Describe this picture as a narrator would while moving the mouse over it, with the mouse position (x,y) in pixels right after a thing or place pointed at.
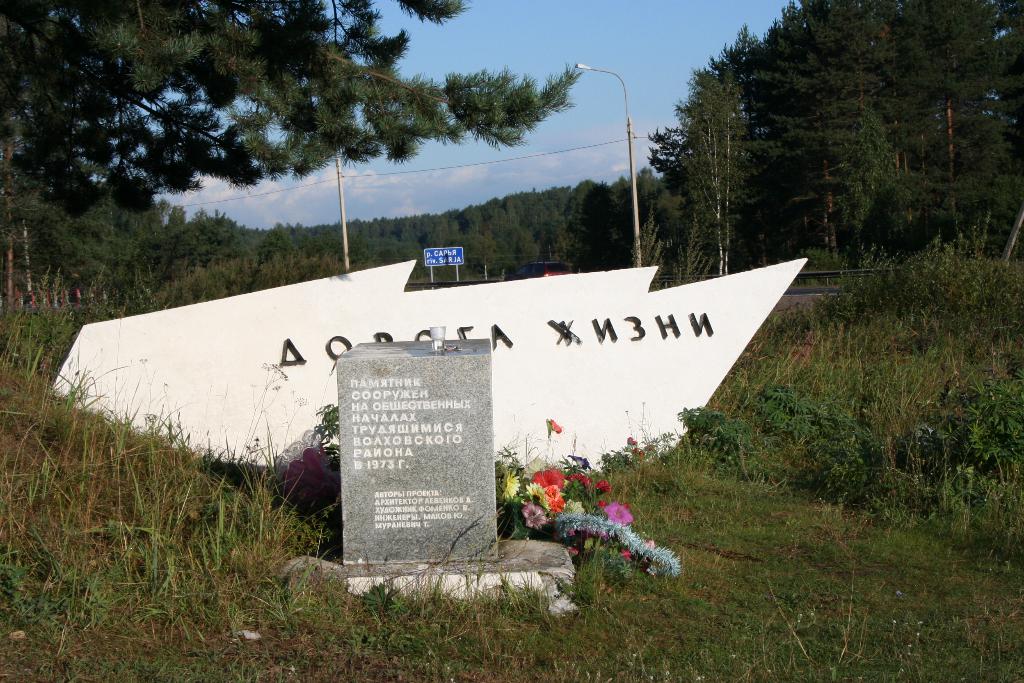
In this image we can see trees (291,144), there is a head stone (385,561) on the ground (532,670), beside there are flowers (552,514), here is the grass (784,559), here is the light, here is the pole (343,215), at above here is the sky (672,64) in blue color.
